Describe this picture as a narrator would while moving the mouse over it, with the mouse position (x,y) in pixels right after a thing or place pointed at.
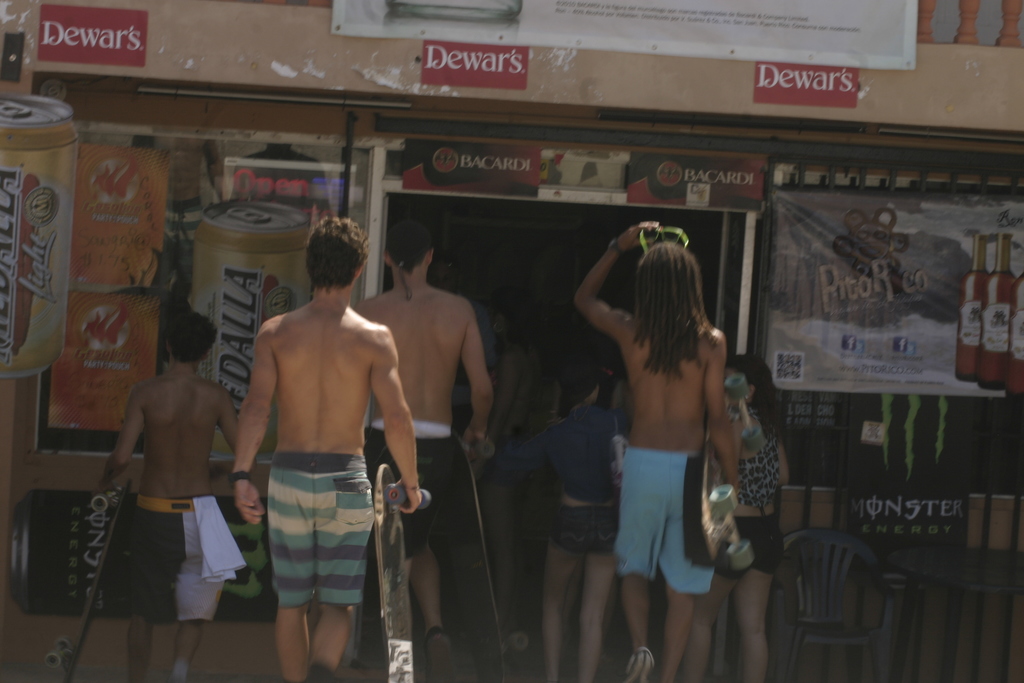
Few people (440,464) are walking, they only wore shorts (640,521). It looks like a bar (525,309), on the left side (216,269) there are beer tins pictures (217,289).
